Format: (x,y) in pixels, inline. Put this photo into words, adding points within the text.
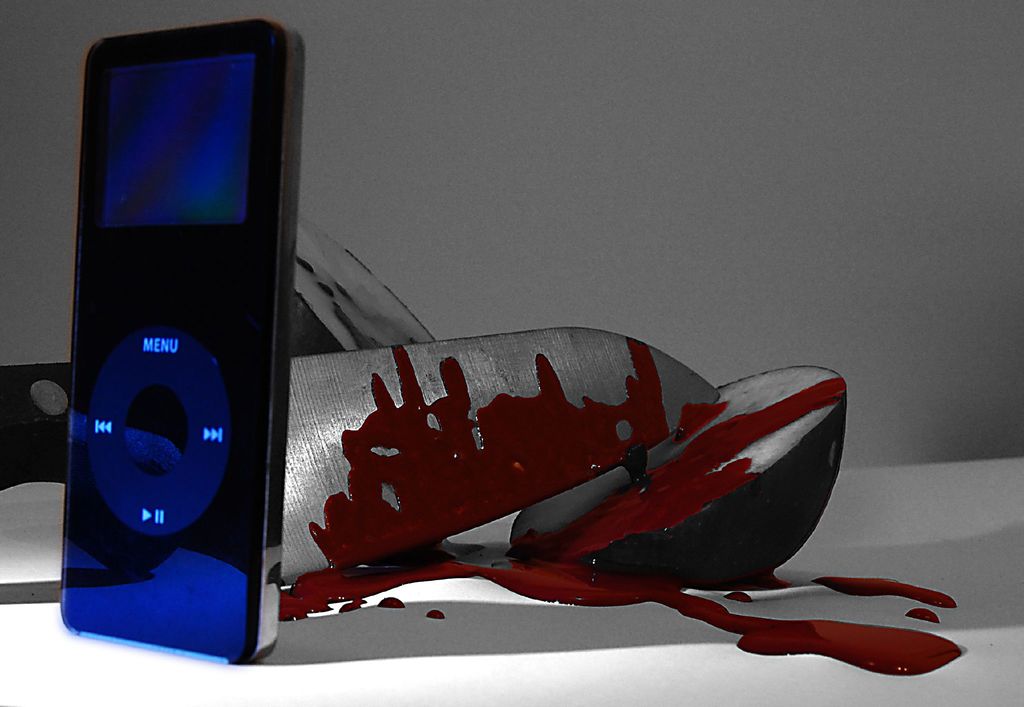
In the center of the image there is a table (715,656). On the table (621,617) we can see iPod (219,463), knife (406,457) and some blood (695,610) are there. In the background of the image (568,254) wall (533,181) is there.
